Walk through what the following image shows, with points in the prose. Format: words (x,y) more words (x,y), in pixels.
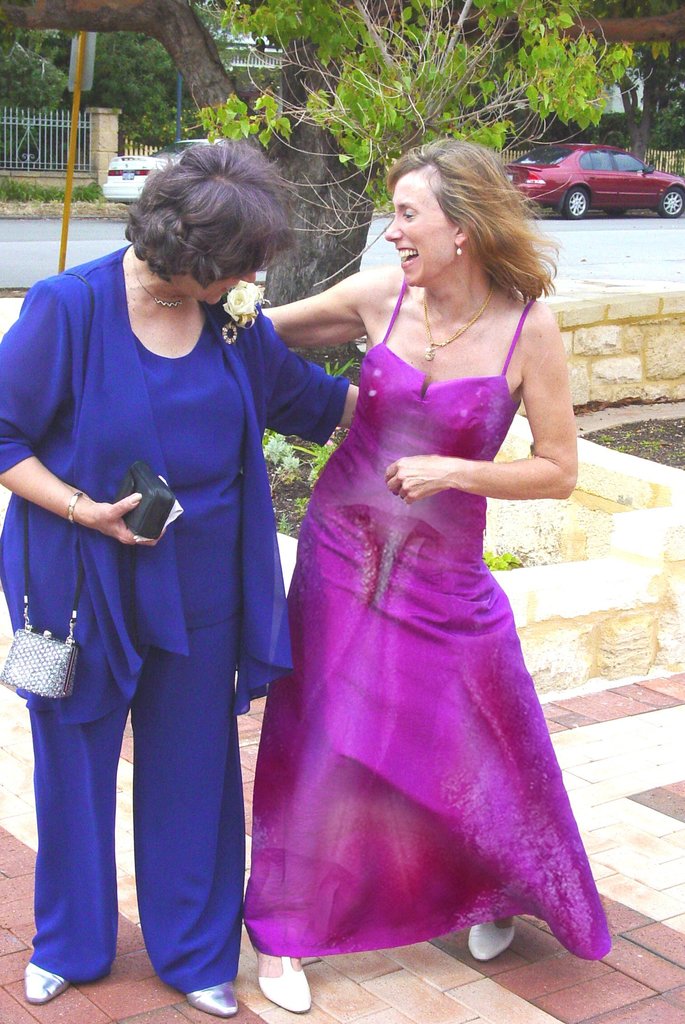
In the background (380,81) we can see trees (406,71), fence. Here we can see cars (566,189) on the road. Here we can see women (361,494) standing. This is a bag (19,668).
